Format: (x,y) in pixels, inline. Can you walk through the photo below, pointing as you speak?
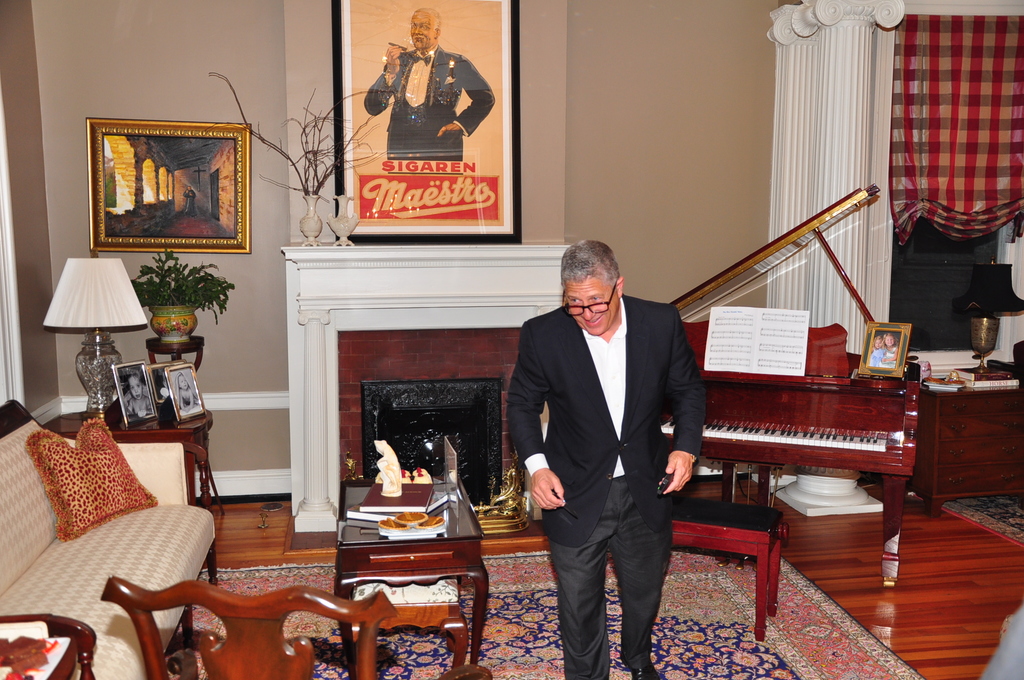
The image is taken in the room (496,280). In the center of the image (554,324) there is a man (631,526) standing. On the left (114,641) there is a sofa (114,557). On the right (808,408) there is a piano (808,391). In the center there is a table (385,580) and books (390,507) placed on the table (436,551). In the background (186,394) there is a stand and some frames (134,405) placed on the table (160,435). In the background (477,192) there are photo frames (354,184) which are attached to the wall (526,177) and there is a curtain (924,142).
